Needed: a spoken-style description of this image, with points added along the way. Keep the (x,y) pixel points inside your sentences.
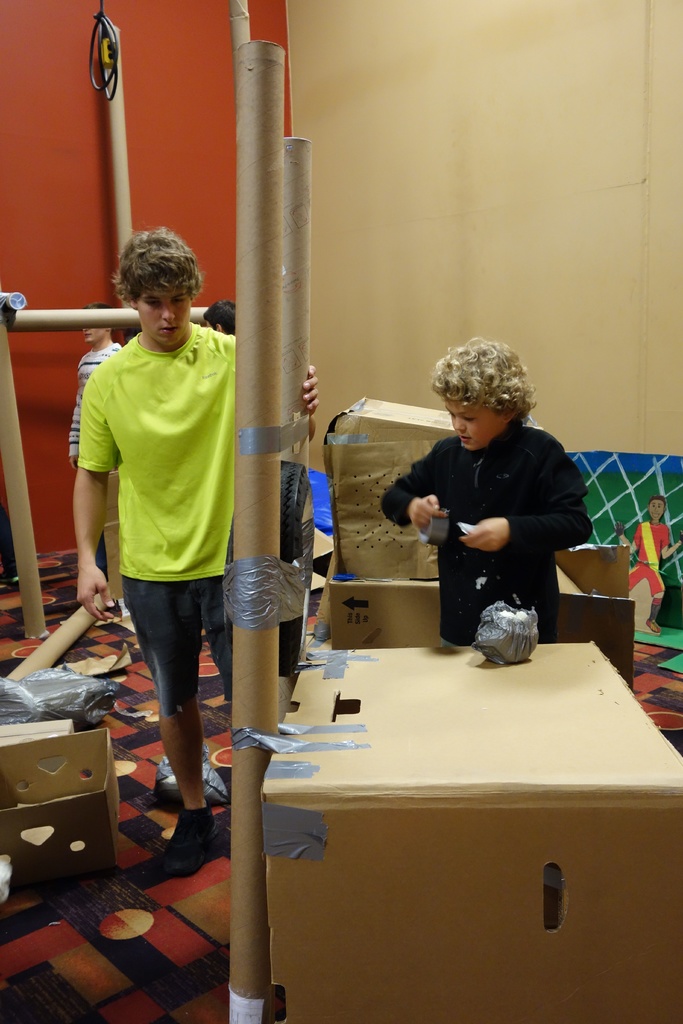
In this picture there are two persons (96,489) standing and holding an object (253,501) and there are few cardboard boxes (340,662) around them and there are few persons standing in the background (218,315).
